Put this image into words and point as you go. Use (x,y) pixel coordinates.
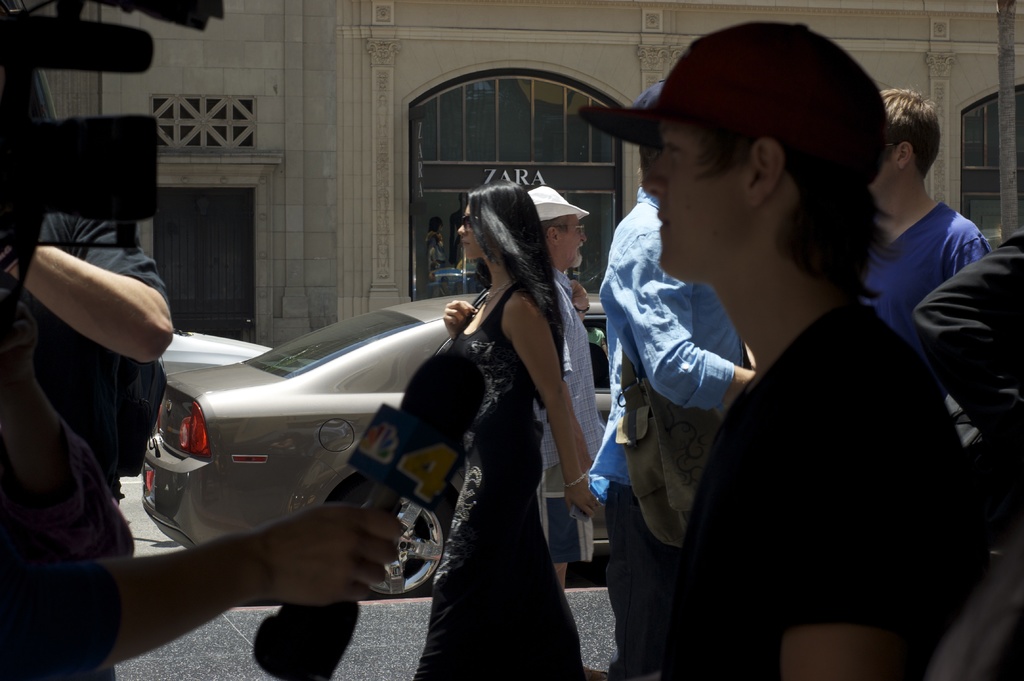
At the bottom of this image (280,534) I can see few people (769,442) are walking on the road (569,593). In the background (292,419) there are two cars (275,459). On the top of the image (359,90) I can see a building (365,125).
